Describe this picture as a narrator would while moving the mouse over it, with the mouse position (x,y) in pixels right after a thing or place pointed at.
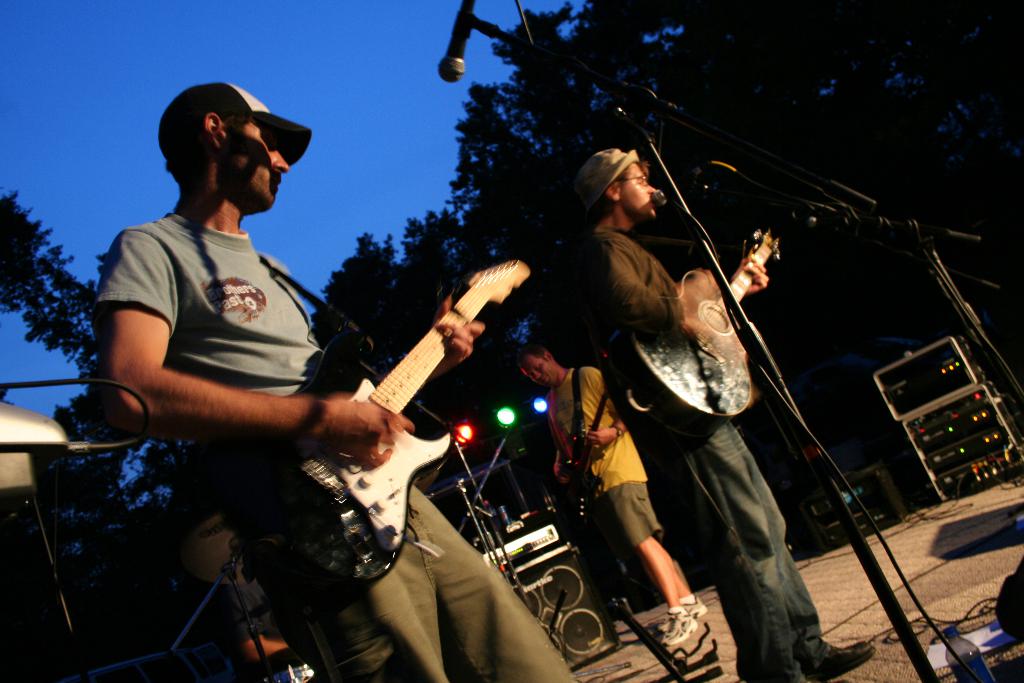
On stage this group of people (710,453) are standing and holds a guitar (292,441) in-front of a mic (783,382). This are trees (758,37). This are focusing lights (505,415). On stage (644,682) there are sound boxes (578,577) and electronic devices (964,450).
